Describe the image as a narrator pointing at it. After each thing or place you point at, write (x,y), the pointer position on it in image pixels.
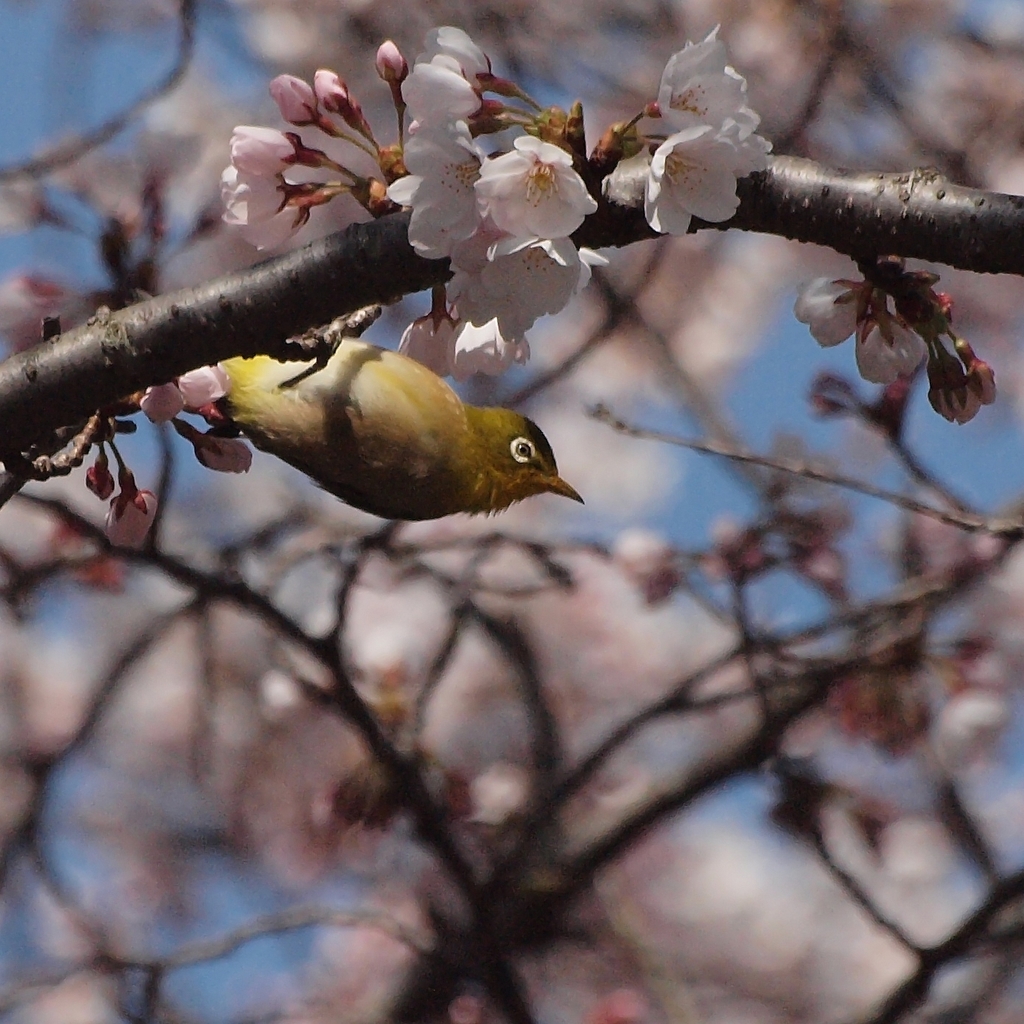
In this image we can see a bird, flowers (450,283), stem (377,244) and we can also see a blurred background (900,690).
